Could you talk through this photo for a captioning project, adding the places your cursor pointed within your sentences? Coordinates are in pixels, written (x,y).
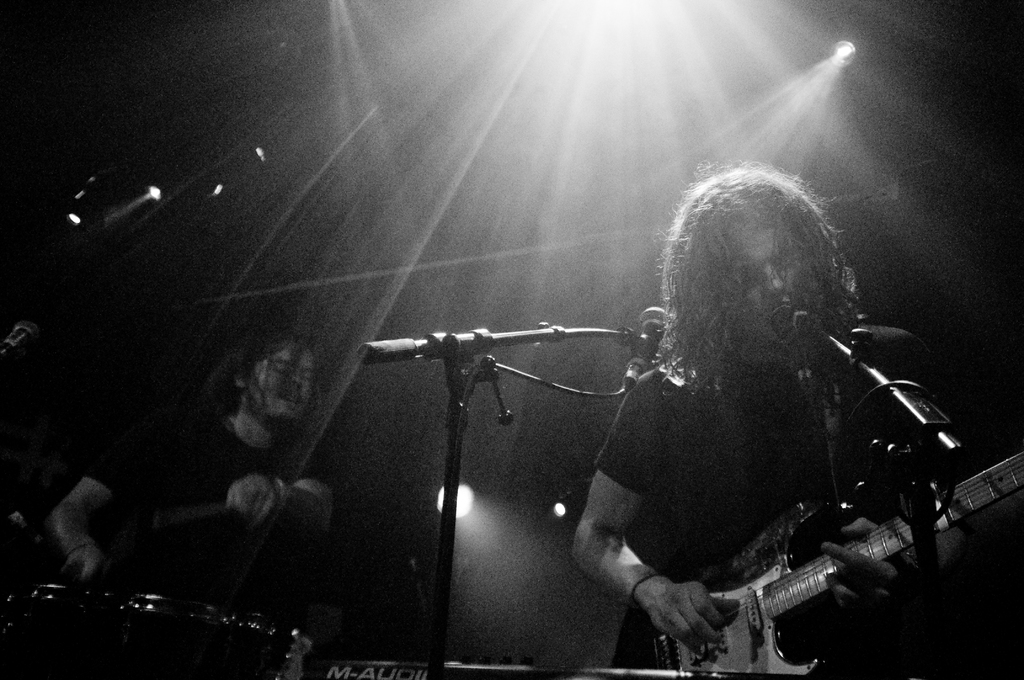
In the image we can see there are two people (243,479) wearing clothes (668,468) and holding a musical instrument (727,622). Here we can see microphone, stand (493,368) and cable wires (536,378). Here we can see the lights (679,39) and the background (104,146) is dark.
